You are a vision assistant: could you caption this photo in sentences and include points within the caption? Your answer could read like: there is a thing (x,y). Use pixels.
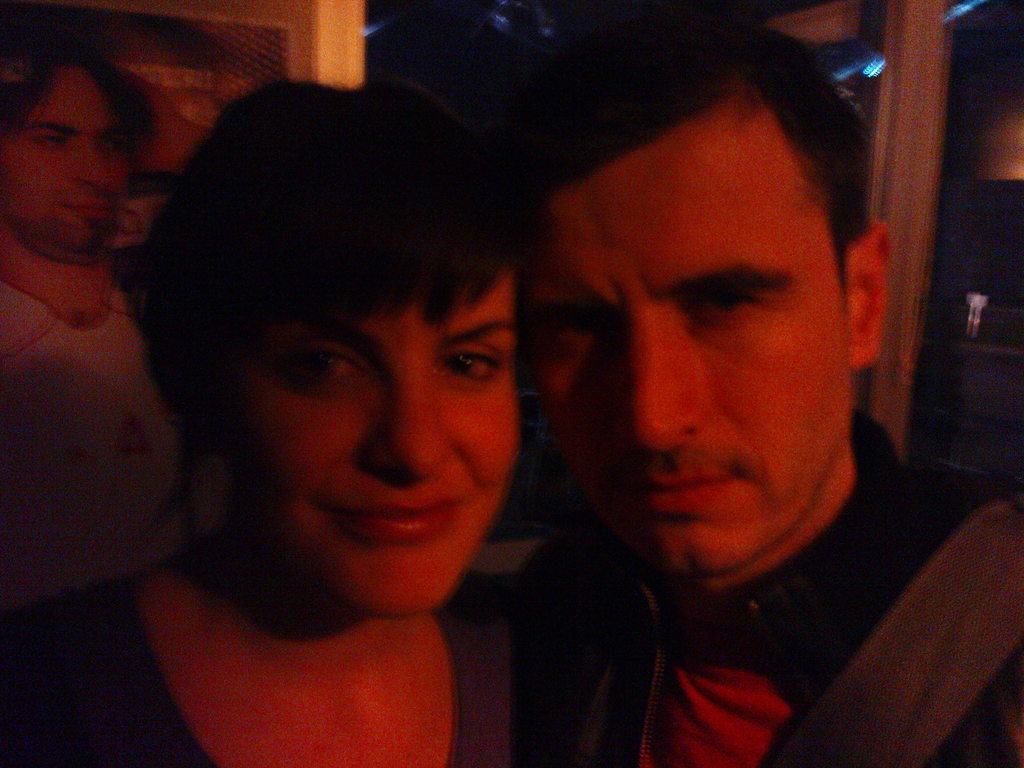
In this image, we can see people (847,269) and in the background (327,61), there are some objects (921,214).
